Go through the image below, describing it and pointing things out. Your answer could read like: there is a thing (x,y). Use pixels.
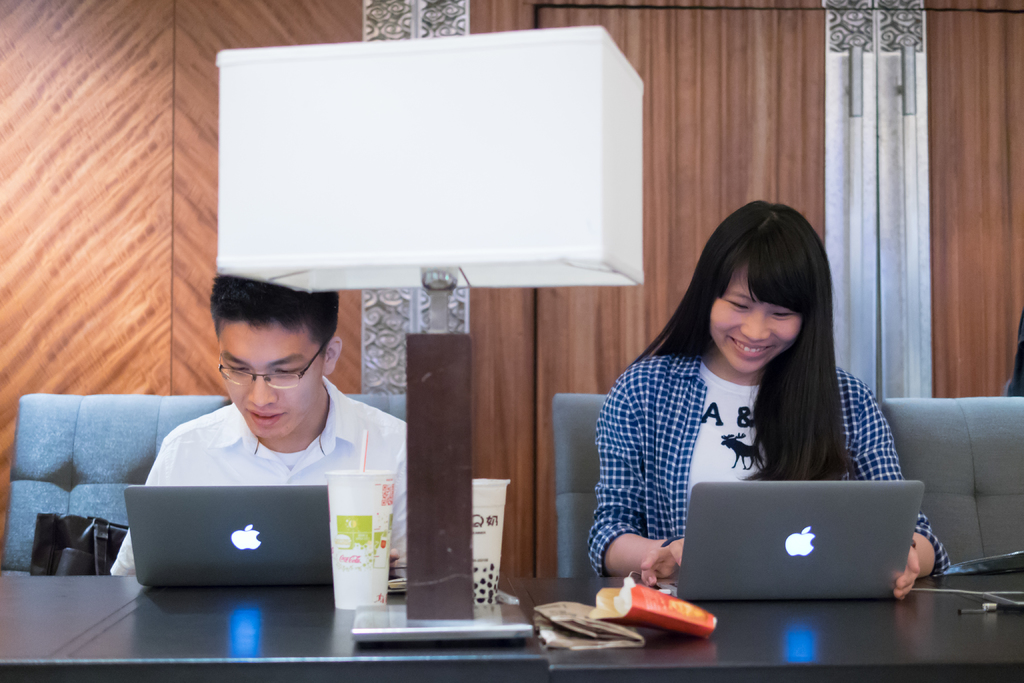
In this image i can see a man (278,349) and a woman (681,399) sitting in the couches (575,558) with a laptop (863,563) in front of them. I can see a lamp (426,84) and the wooden wall (113,168).
